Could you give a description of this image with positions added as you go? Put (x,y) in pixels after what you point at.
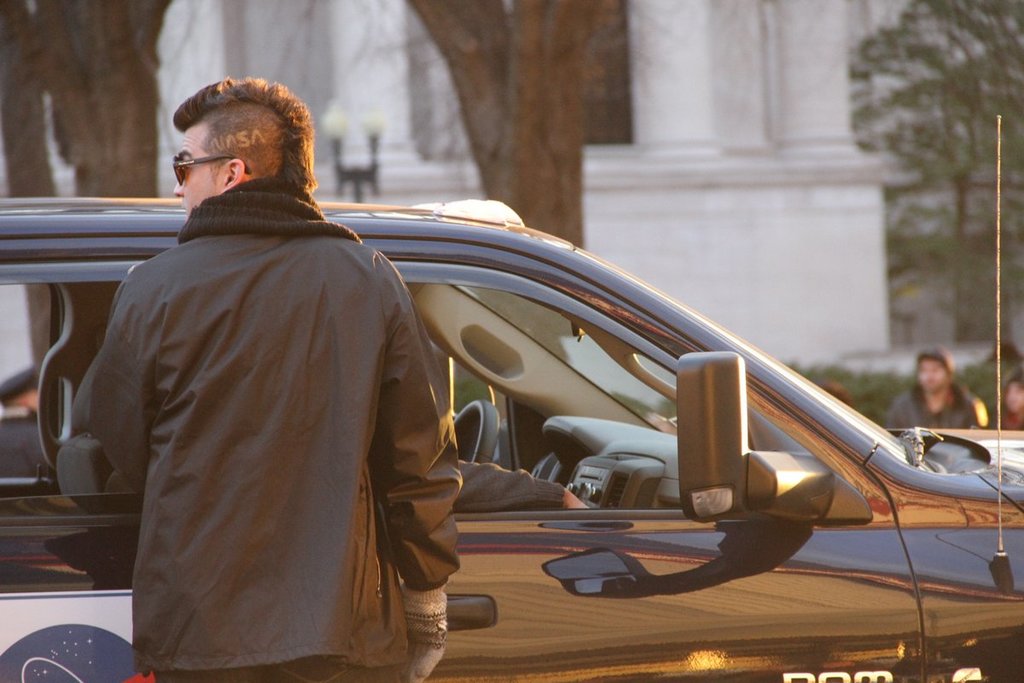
In this image I see a man (438,469) who is near the car (974,501) and I see a person's hand (508,474) in the car (507,422). In the background (482,162) I see a building (810,34), few trees (473,6) and few persons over here.
